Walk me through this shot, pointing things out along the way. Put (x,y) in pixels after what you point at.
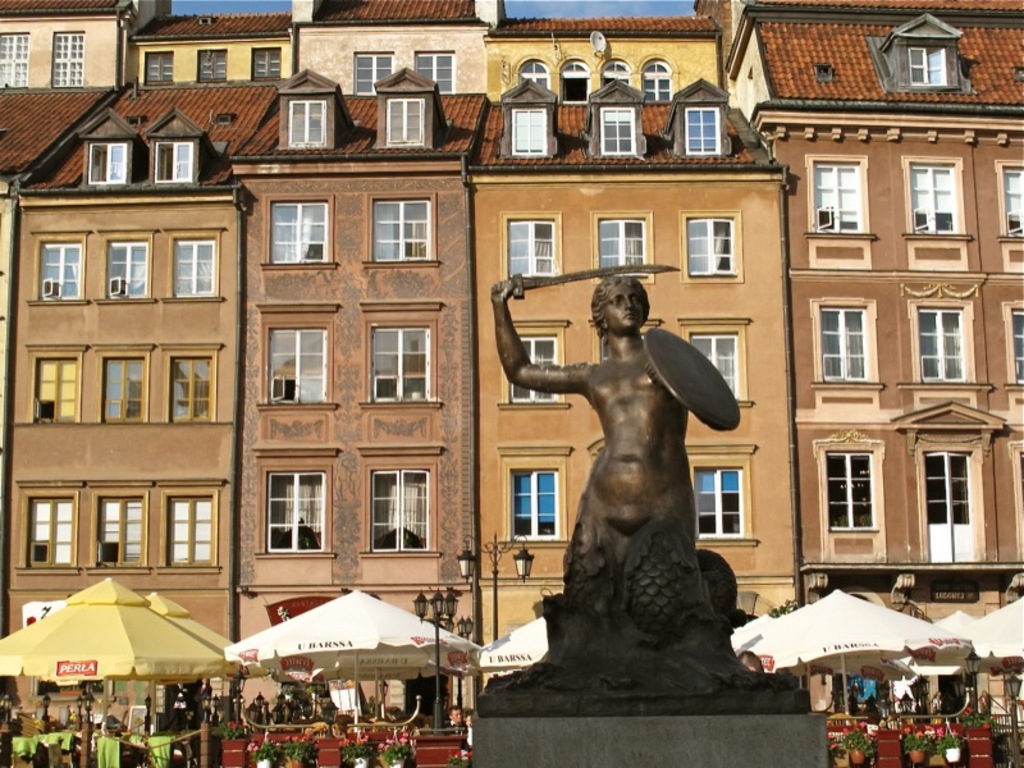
In the foreground (792,709) I can see a statue of a person (592,643), tents (811,615), houseplants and poles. In the background (717,164) I can see buildings (558,164) and windows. At the top (526,8) I can see the sky (532,7). This image is taken may be on the road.
